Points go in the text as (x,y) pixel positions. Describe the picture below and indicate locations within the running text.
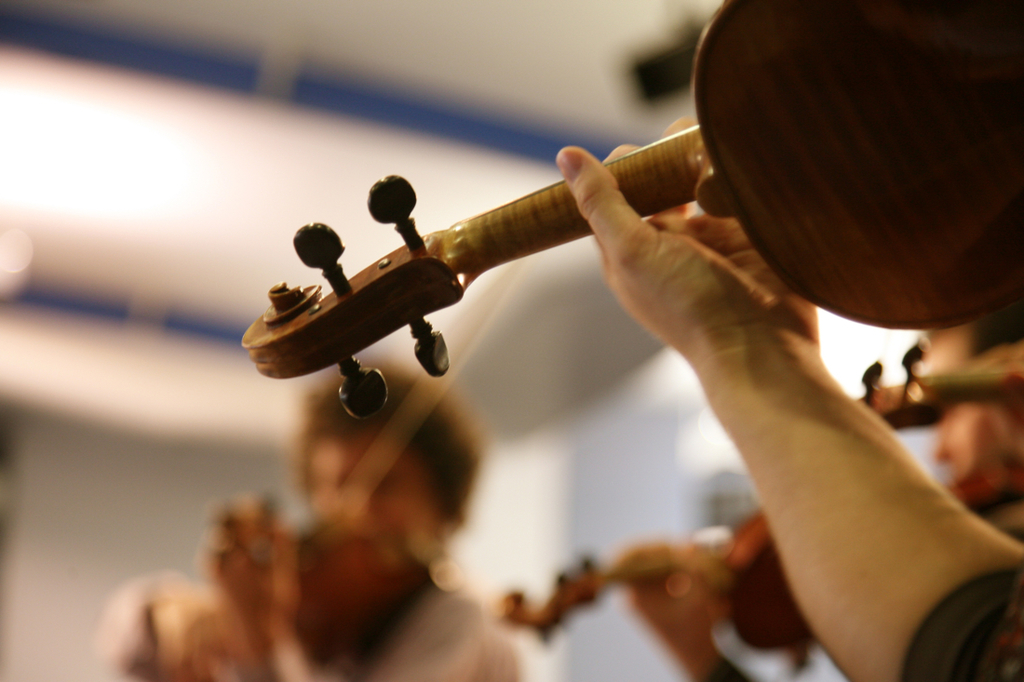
In this image in the foreground (819,413) there is one person (642,253) who is holding a violin (851,209) and playing, and in the background (672,588) there are three persons (672,588) who are holding violin (660,569) and playing and there is a wall (123,451) and the background (47,507) is blurred.
